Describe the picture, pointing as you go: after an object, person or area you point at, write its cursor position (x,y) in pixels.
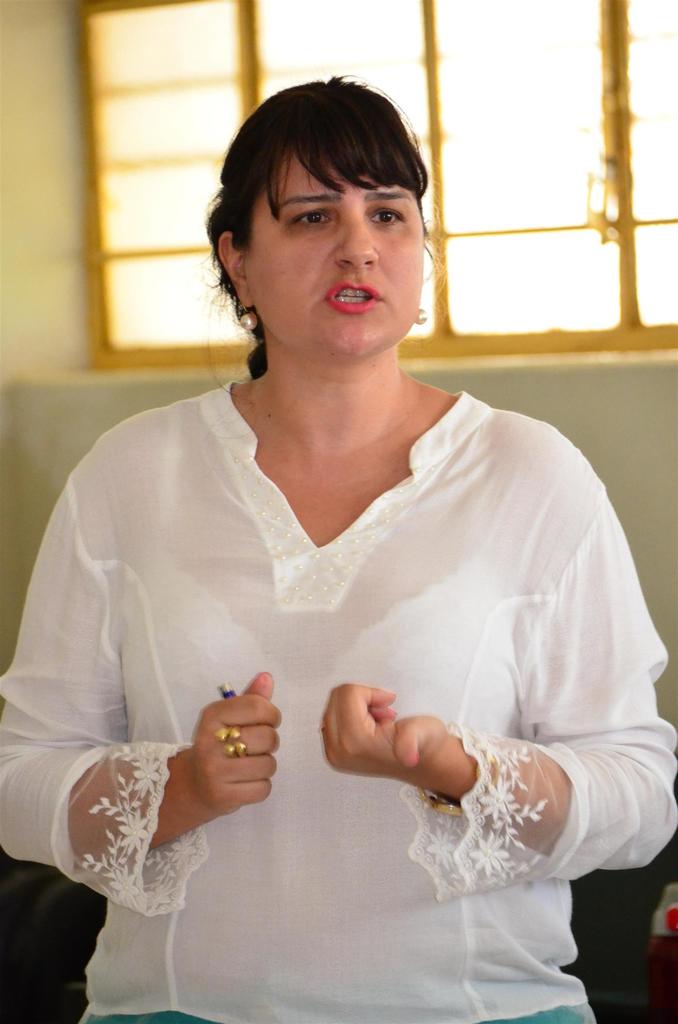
In the foreground of this picture (388,707), there is a woman (347,737) in white dress (354,936) and she is talking something and in the background (444,192), there is a wall (37,278) and a window (519,298).
